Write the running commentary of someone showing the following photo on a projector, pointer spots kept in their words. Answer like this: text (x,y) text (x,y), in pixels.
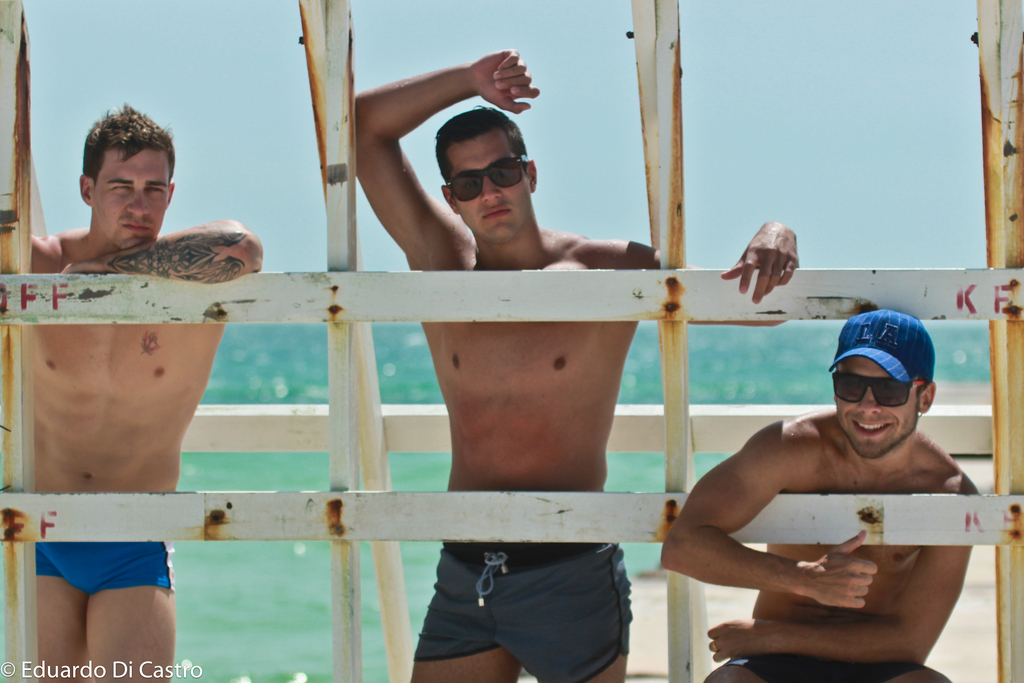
There are two men (455,412) standing and a person (794,483) sitting and smiling. This looks like a wooden fence (1022,624). In the background (262,398), I think these are the water (423,390). At the bottom of the image (42,661), I can see the watermark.
